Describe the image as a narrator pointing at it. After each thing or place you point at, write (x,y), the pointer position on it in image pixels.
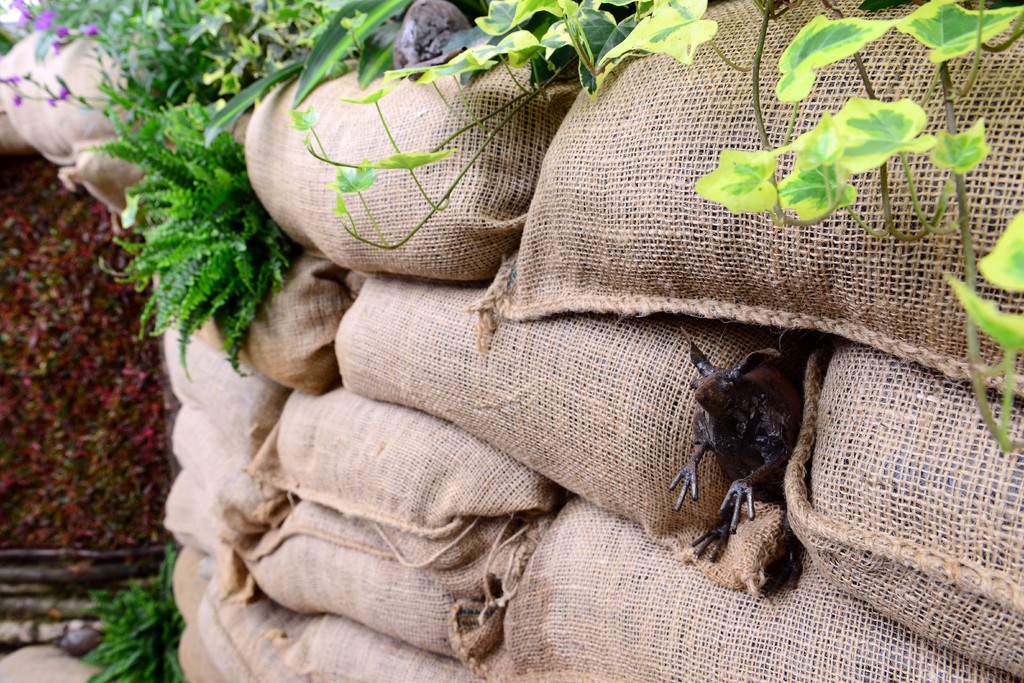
This picture shows few gunny bags (184,422) and we see plants (191,191) and a animal (785,392) between the bags (564,457).
